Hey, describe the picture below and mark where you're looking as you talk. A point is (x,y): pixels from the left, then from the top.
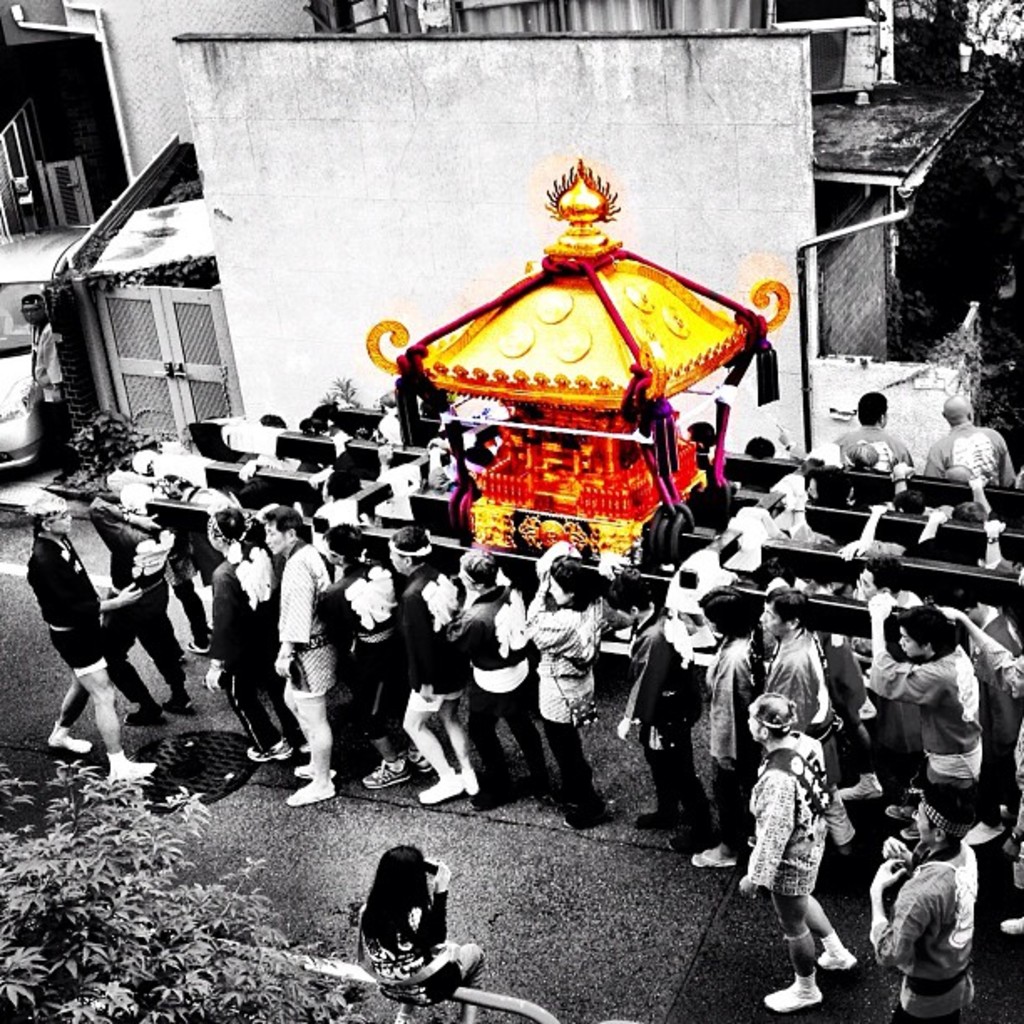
It is a black and white picture. In this image, we can see few people (970,907) on the path (591,926). At the bottom (408,950), we can see a girl (377,934) is holding an object (435,869) and sitting on the rod (328,973). Here we can see plant (210,975). In the middle of the image (466,638), we can see few people (564,659) are walking and holding rods (828,568). Here we can see gold color object (599,410). Background (277,308) we can see few houses (720,139), vehicle (9,284), doors (187,337), walls (942,369) and trees (967,339).
